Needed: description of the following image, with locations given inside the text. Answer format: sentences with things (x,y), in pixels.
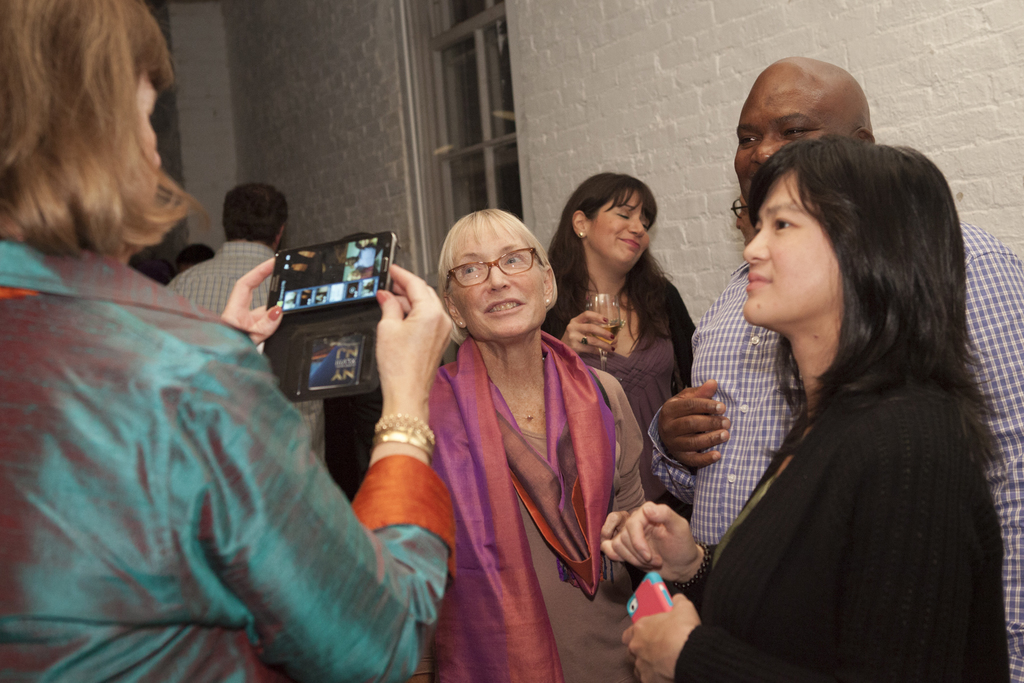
In this image I see number of people (71,519) who are standing, in which this woman (10,570) is holding a phone (368,306) and this woman (446,320) is smiling, I can also see this woman (546,324) is holding a glass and this woman (767,636) is also holding a phone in her hand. In the background (265,23) I see the wall (370,53) and a window (489,206).
